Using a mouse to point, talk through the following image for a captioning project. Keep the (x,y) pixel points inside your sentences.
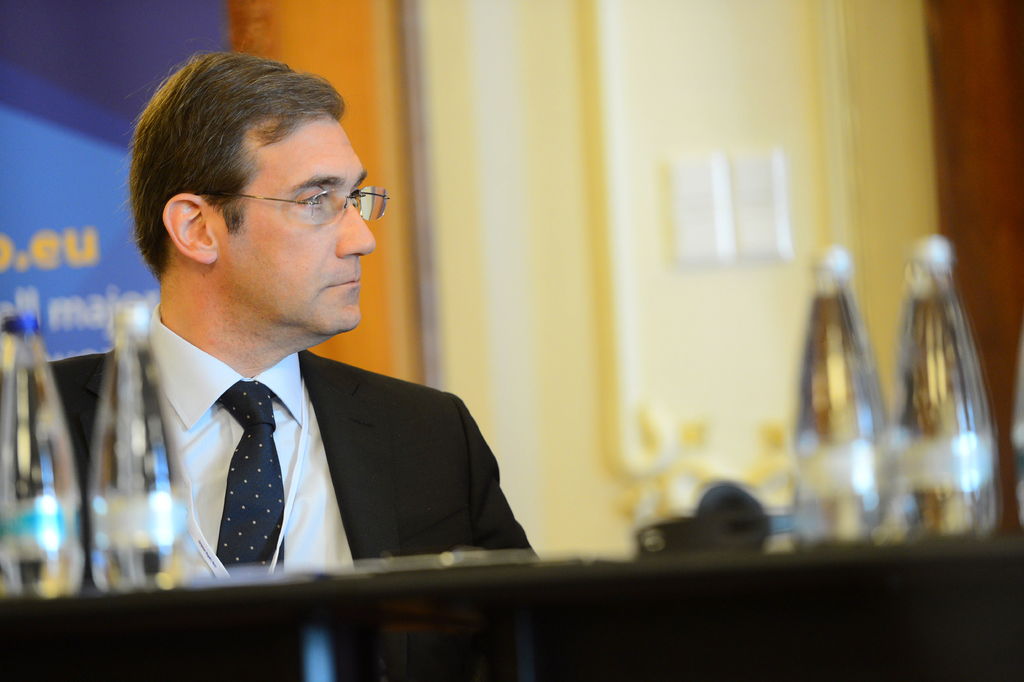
In this image, human (281,490) in suit (356,505). There are few bottles (818,511) are there in-front of him. Some other item (706,537) is also placed on the table (682,568). And background (954,197), we can see blue, orange, yellow and red color. The man (351,328) he wear a glasses (330,217).
